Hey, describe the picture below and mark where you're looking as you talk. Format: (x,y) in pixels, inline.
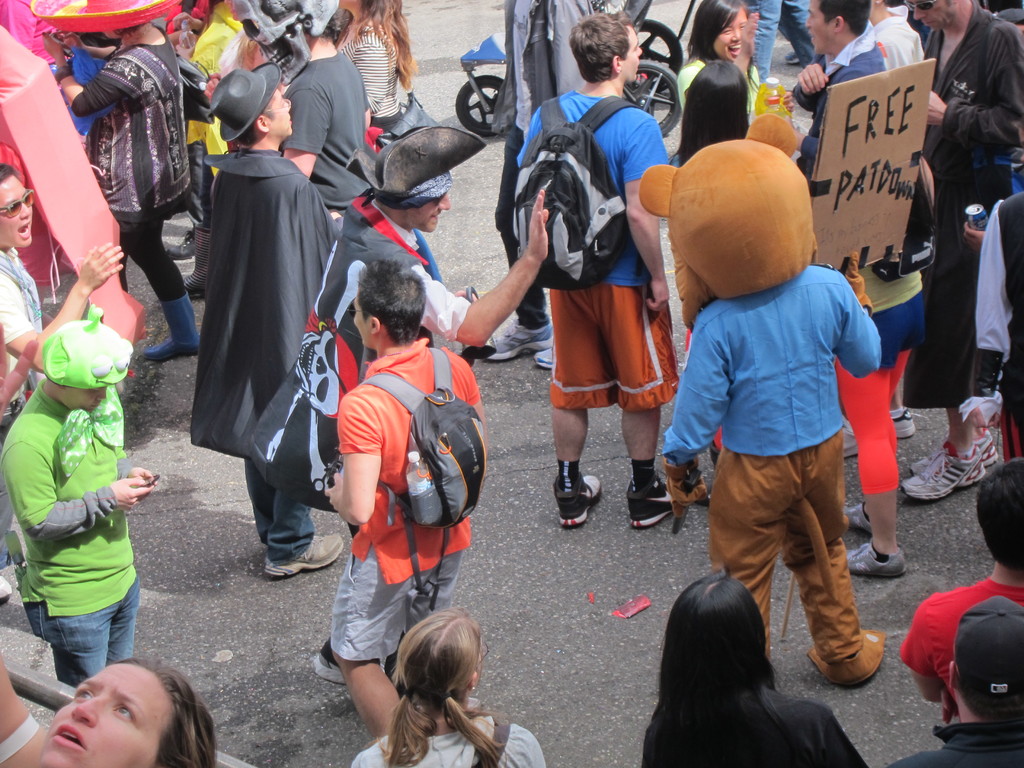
In this image I can see group of people (559,456) standing. There are few people (271,463) wearing hats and few people (391,52) carrying bags (601,240). Also there is a vehicle (678,50) and there is a board (883,183) with some text (855,179) written on it. And there are some other objects (804,199).
